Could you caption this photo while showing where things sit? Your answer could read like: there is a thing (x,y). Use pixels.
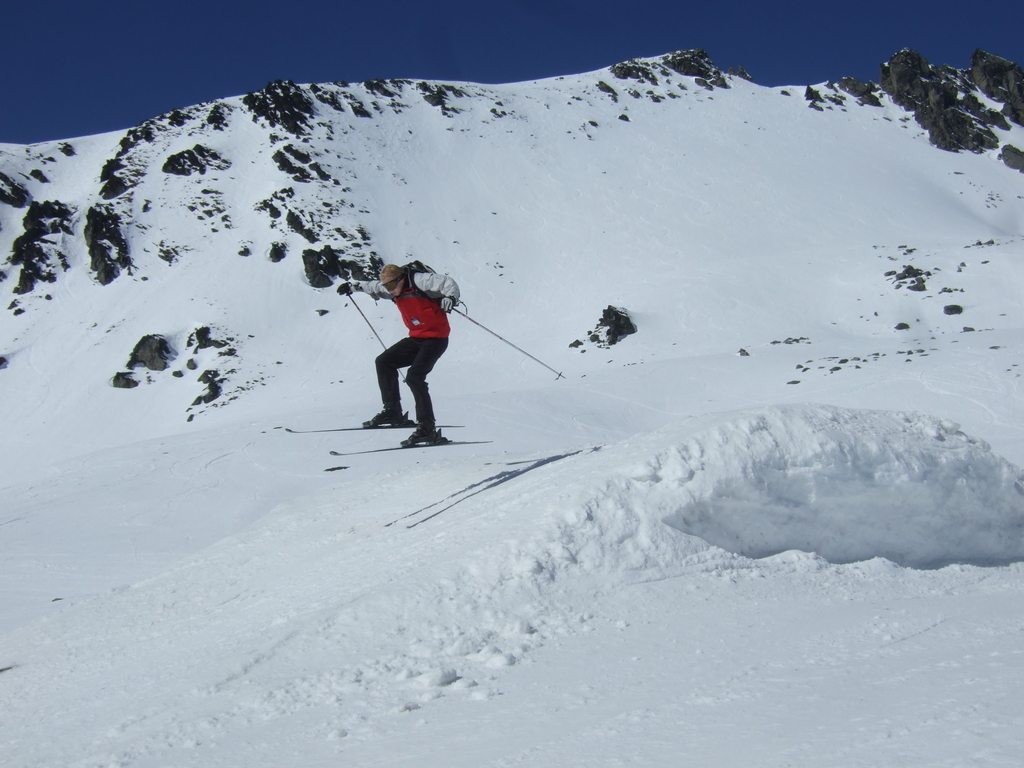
Here we can see a person (422,376) skiing on ski boards (384,426) and he is holding sticks (370,323) with his hands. This is snow (399,574). In the background (491,64) there is sky (717,47).
